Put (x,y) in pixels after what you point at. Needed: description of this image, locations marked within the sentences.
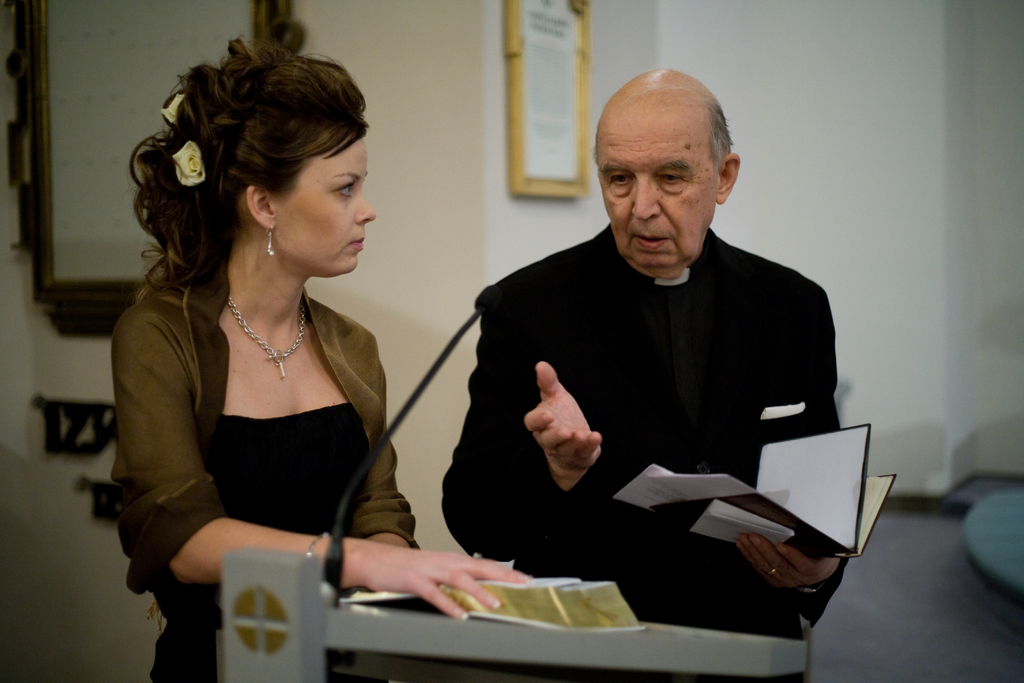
In this image there is a man (570,374) and a woman (262,396) standing. The man (688,409) is holding a book (808,538) in his hand (765,547). In front of them there is a podium (544,630). There are books (583,596) and a microphone (440,366) on the podium (647,640). Behind them there is a wall (536,199). There are picture frames (155,24) on the wall (418,46).
